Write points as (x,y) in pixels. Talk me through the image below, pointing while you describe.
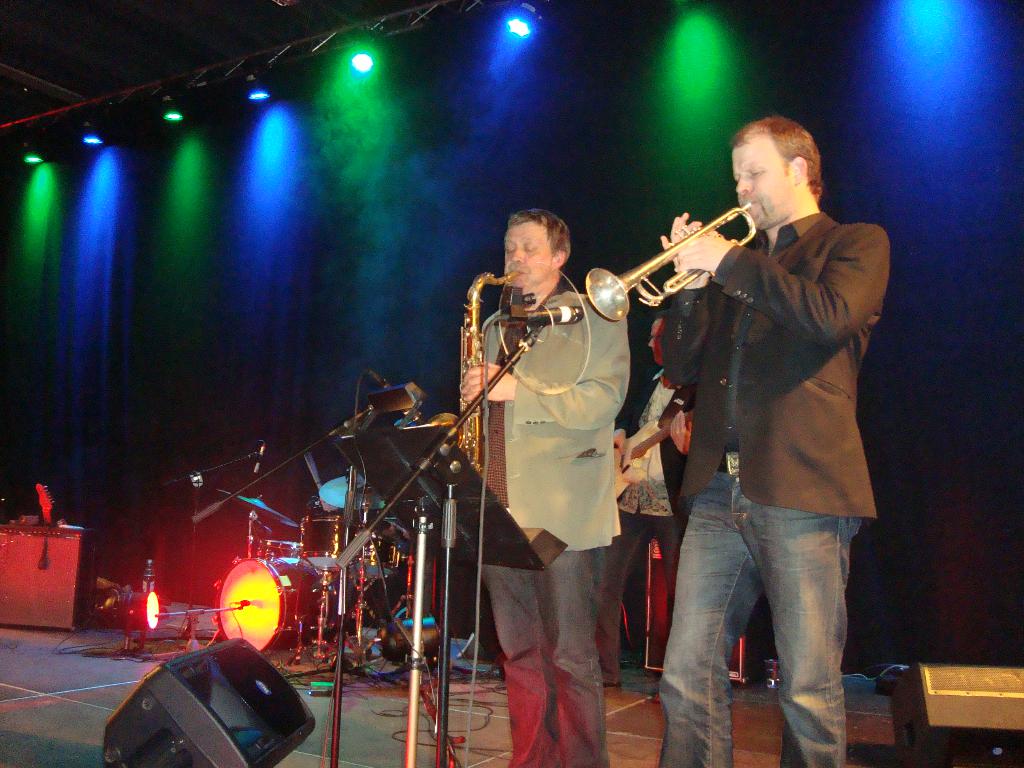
In this image I can see three people (545,342) are standing and holding musical instruments (707,239). I can also see few mics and a drum set (312,521). In the background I can see few lights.
